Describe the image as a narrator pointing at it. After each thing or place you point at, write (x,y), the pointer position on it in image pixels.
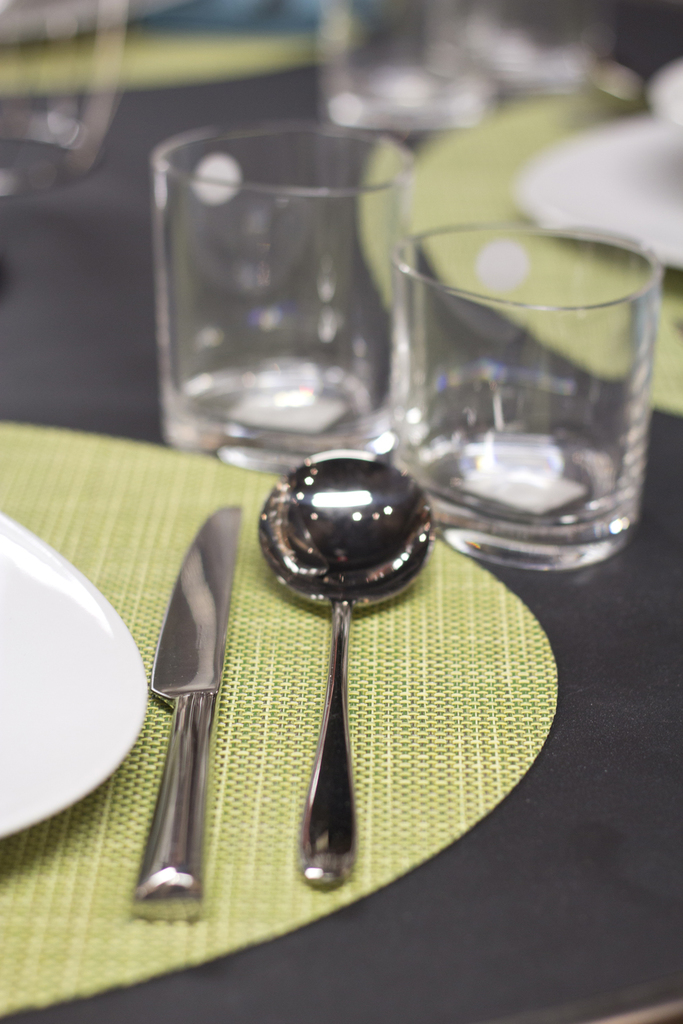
This picture contains plate (114,708), knife (207,739), spoon (340,674) and glass (377,350) which are placed on a black table (523,844).
